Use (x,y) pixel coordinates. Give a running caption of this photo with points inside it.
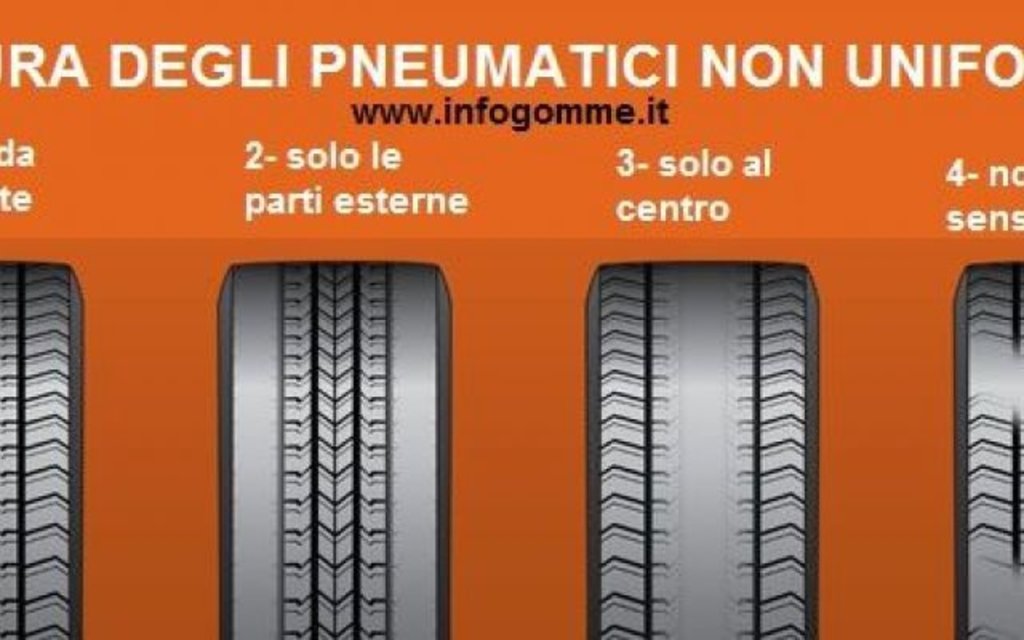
This is a poster (281,214) with orange background (250,114). On that something is written. Also there are tires (740,471).
